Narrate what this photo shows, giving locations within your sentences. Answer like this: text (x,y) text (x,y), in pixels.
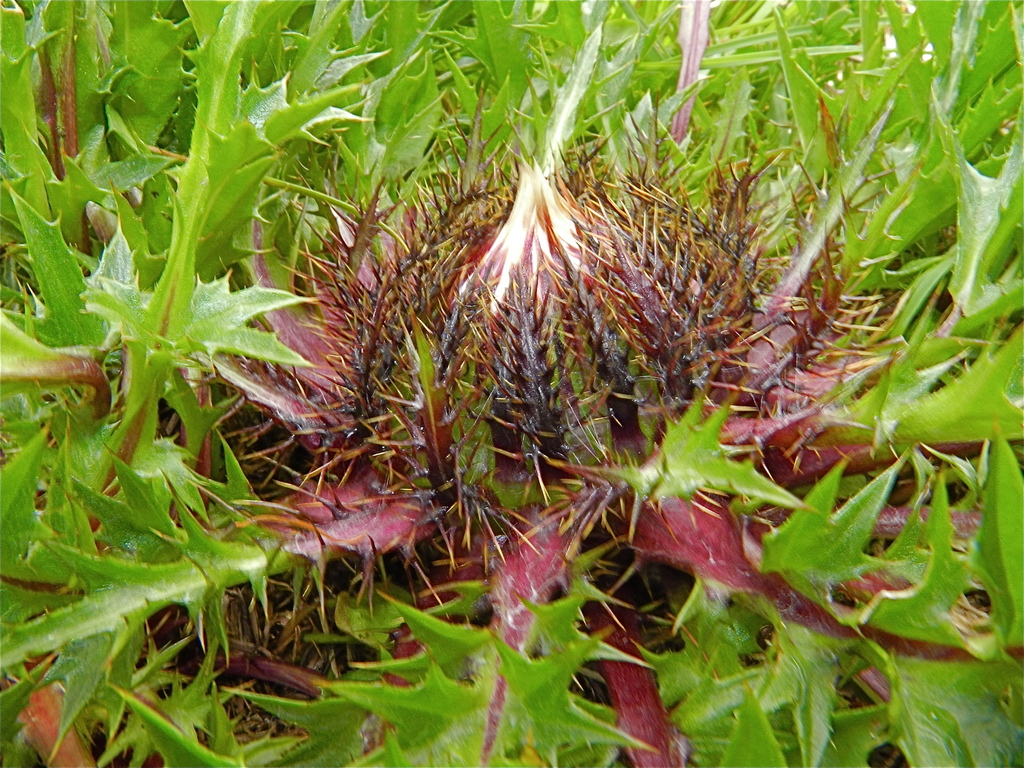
In this picture we can see some plants (569,259), there are some spikes (550,339) of the plants (473,369) here.
